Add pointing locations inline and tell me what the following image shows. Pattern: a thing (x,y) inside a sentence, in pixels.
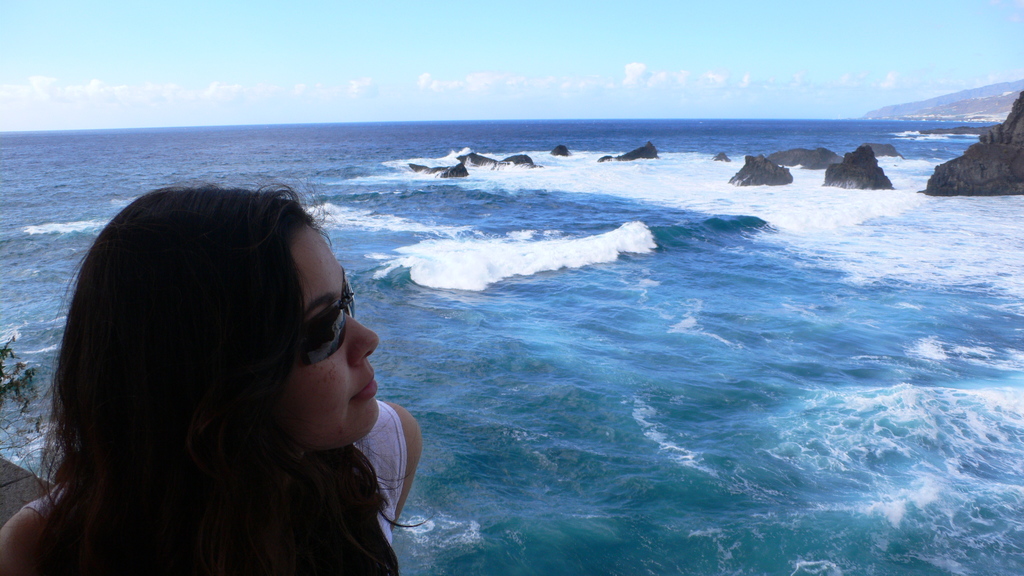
A beautiful woman (19,537) is there in the left side (57,571), this is water (689,336) in the middle (589,277). In the right side (1023,150) there are stones (1019,131).
